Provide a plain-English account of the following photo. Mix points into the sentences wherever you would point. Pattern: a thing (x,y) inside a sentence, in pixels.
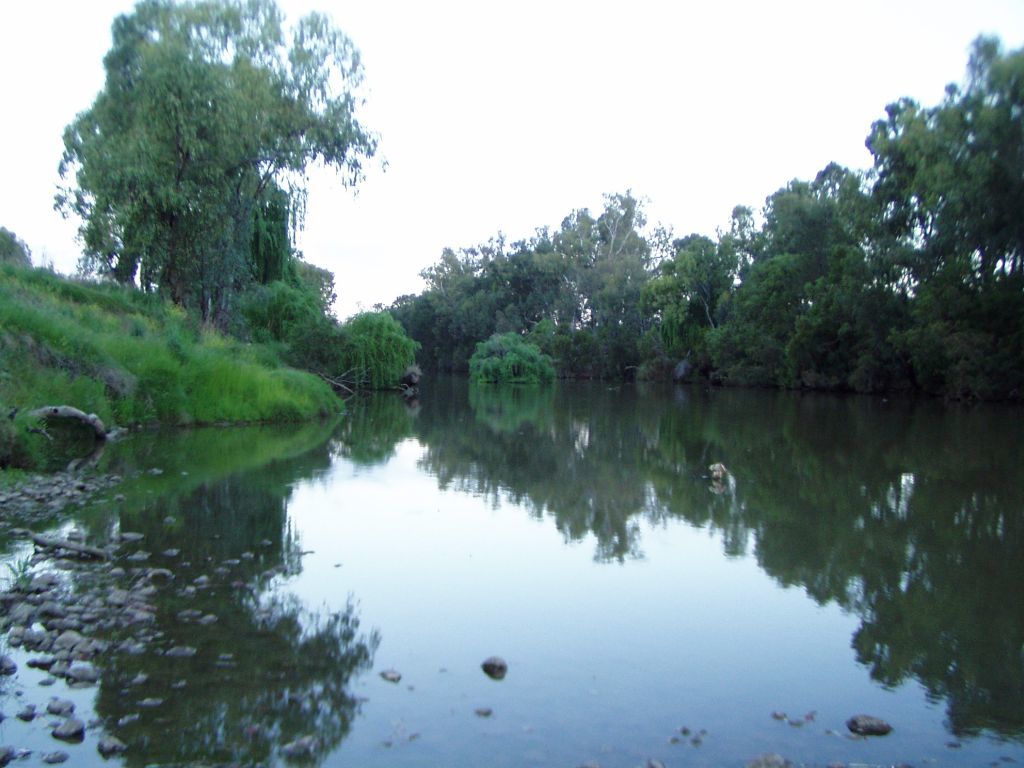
This picture might be taken from outside of the city. In this image, on the right side (931,364), we can see some trees (927,319) and plants (997,397). On the left side (141,381), we can also see some trees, plants (88,342) and stones (94,485). On the top (813,124), we can see a sky (598,171), at the bottom (801,608) there is a water (787,575) in a lake (344,435) with some stones (30,623).
